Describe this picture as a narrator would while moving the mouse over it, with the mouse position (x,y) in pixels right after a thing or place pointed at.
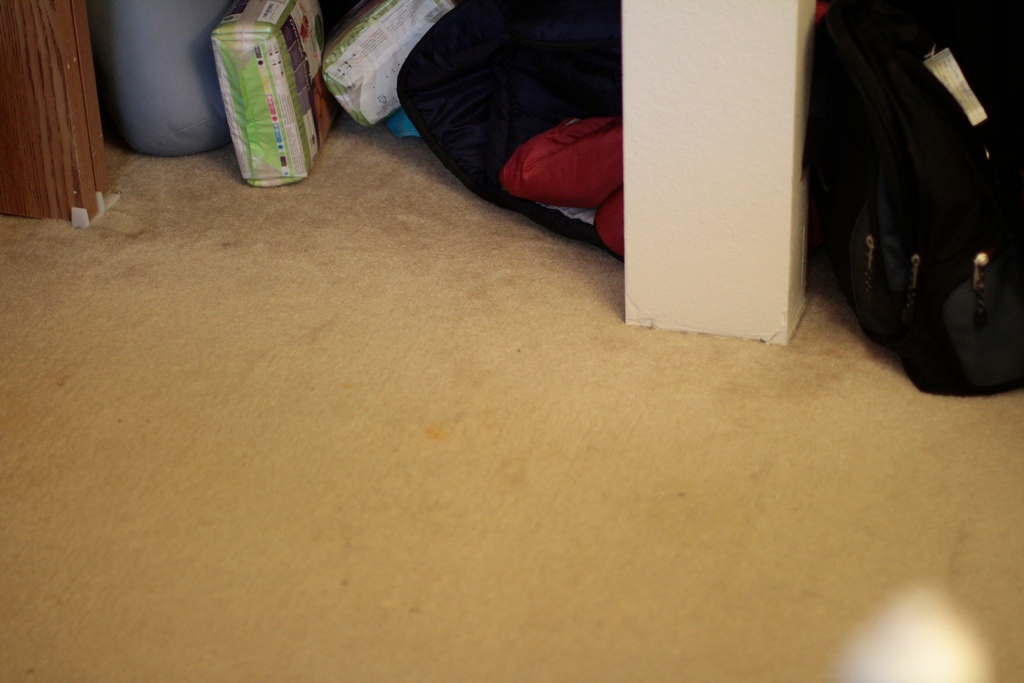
In this image I can see few bags (1014,153), few red colour things (621,162), a white colour box (671,211) and few other stuffs (295,145).
